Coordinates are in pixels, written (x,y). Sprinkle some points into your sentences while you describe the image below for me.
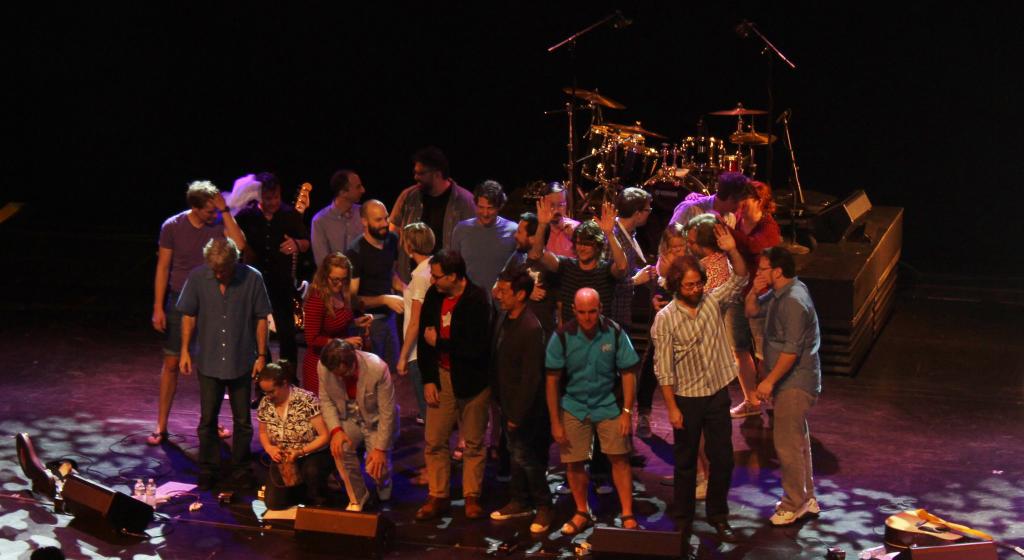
In this image I can see a group of people (486,335). In the background (632,128), I can see the instruments (615,132).
